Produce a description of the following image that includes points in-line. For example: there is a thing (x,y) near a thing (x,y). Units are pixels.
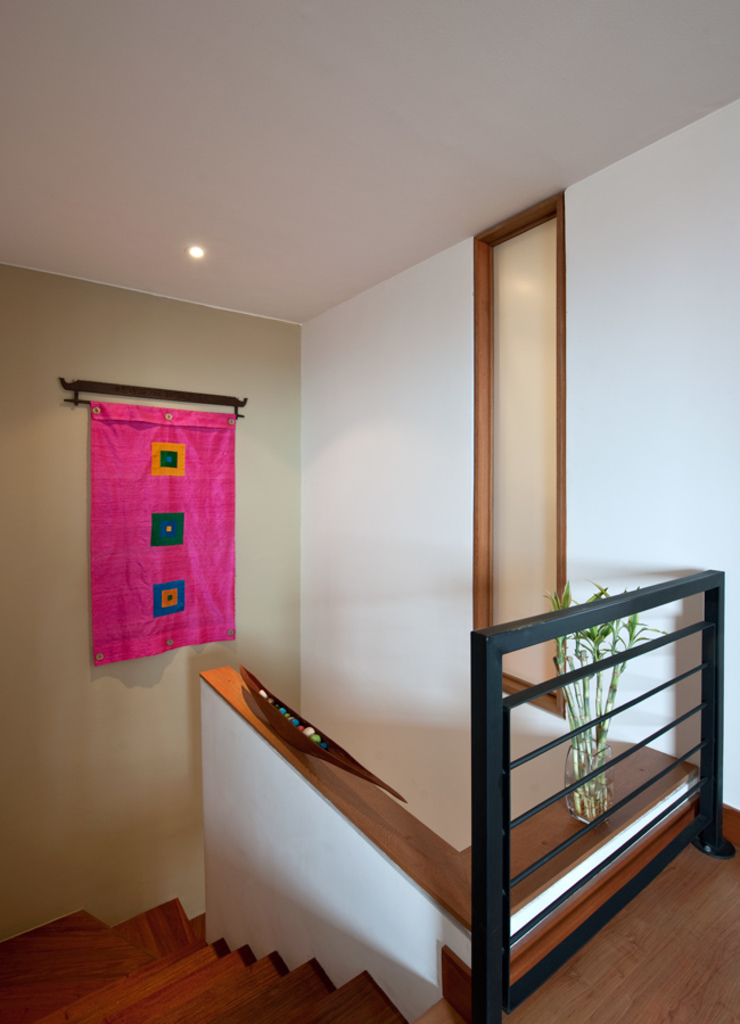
There are stairs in a house (306,863) and above the stairs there is an iron railing (484,686) and in front of that there is a plant (563,672) kept in a glass (572,793), in the background (250,573) there is a wall (288,578) and there is a small curtain (137,430) kept to the wall (17,420).
